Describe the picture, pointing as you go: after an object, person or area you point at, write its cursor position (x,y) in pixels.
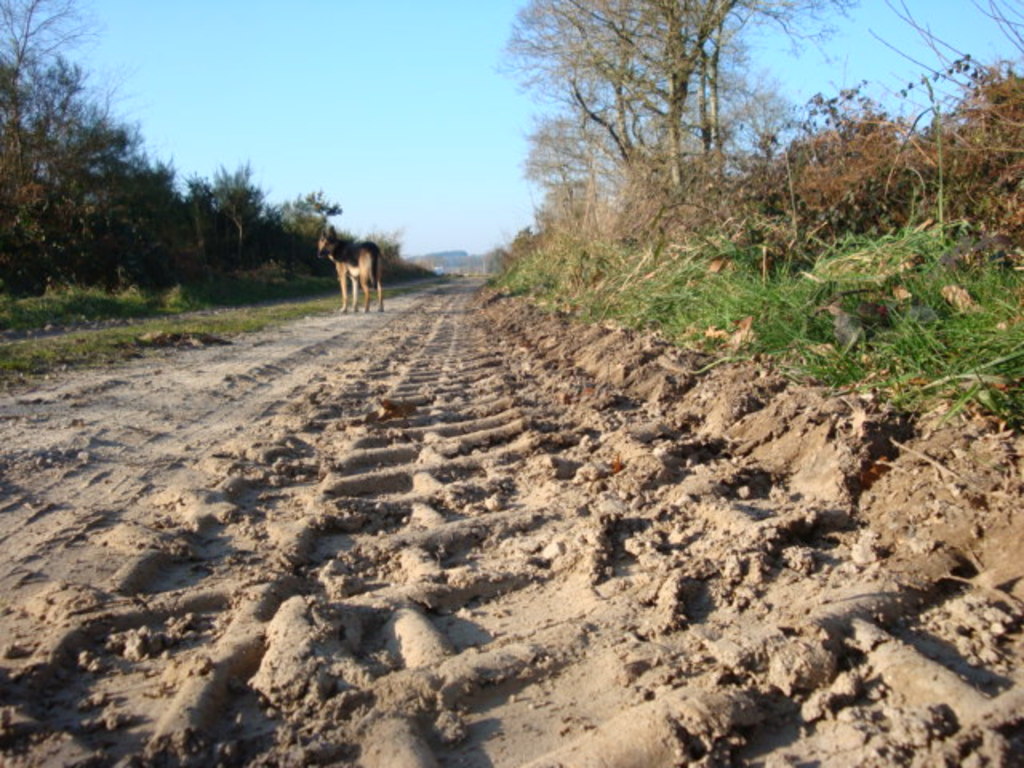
There is an animal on the ground (452,463). Here we can see grass (781,287), plants (719,217), and trees (270,228). In the background (346,84) there is sky (761,49).
